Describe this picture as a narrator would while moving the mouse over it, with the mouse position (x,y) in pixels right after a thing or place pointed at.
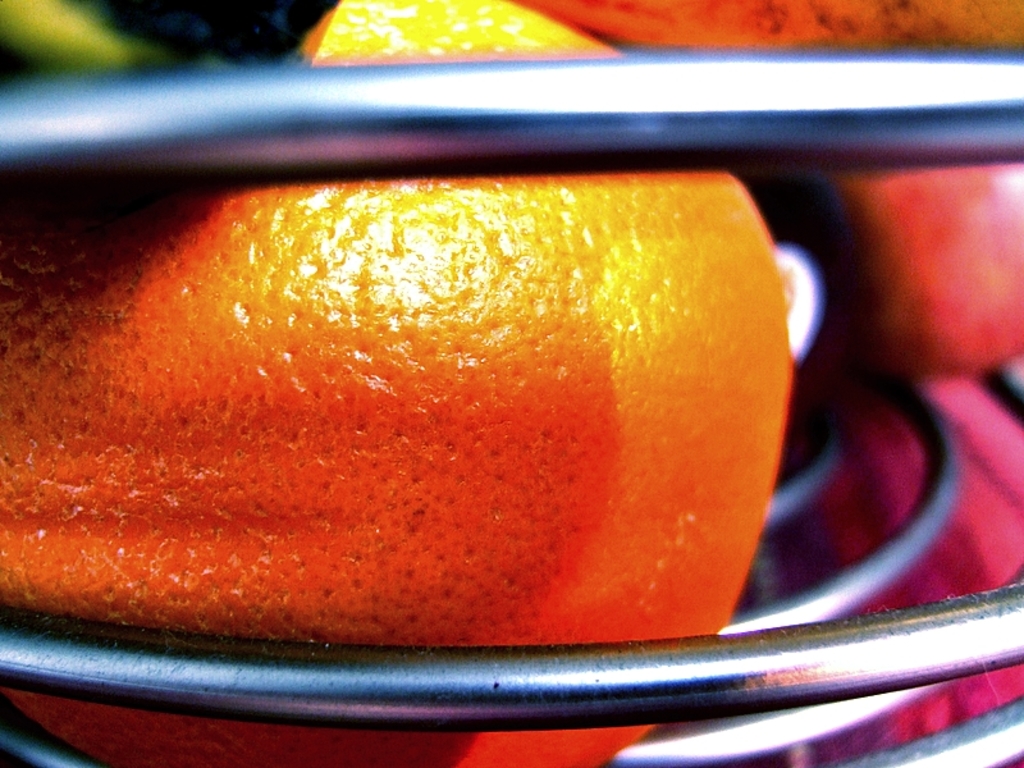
In this image there are fruits (697,473) in the bowl (805,726).
